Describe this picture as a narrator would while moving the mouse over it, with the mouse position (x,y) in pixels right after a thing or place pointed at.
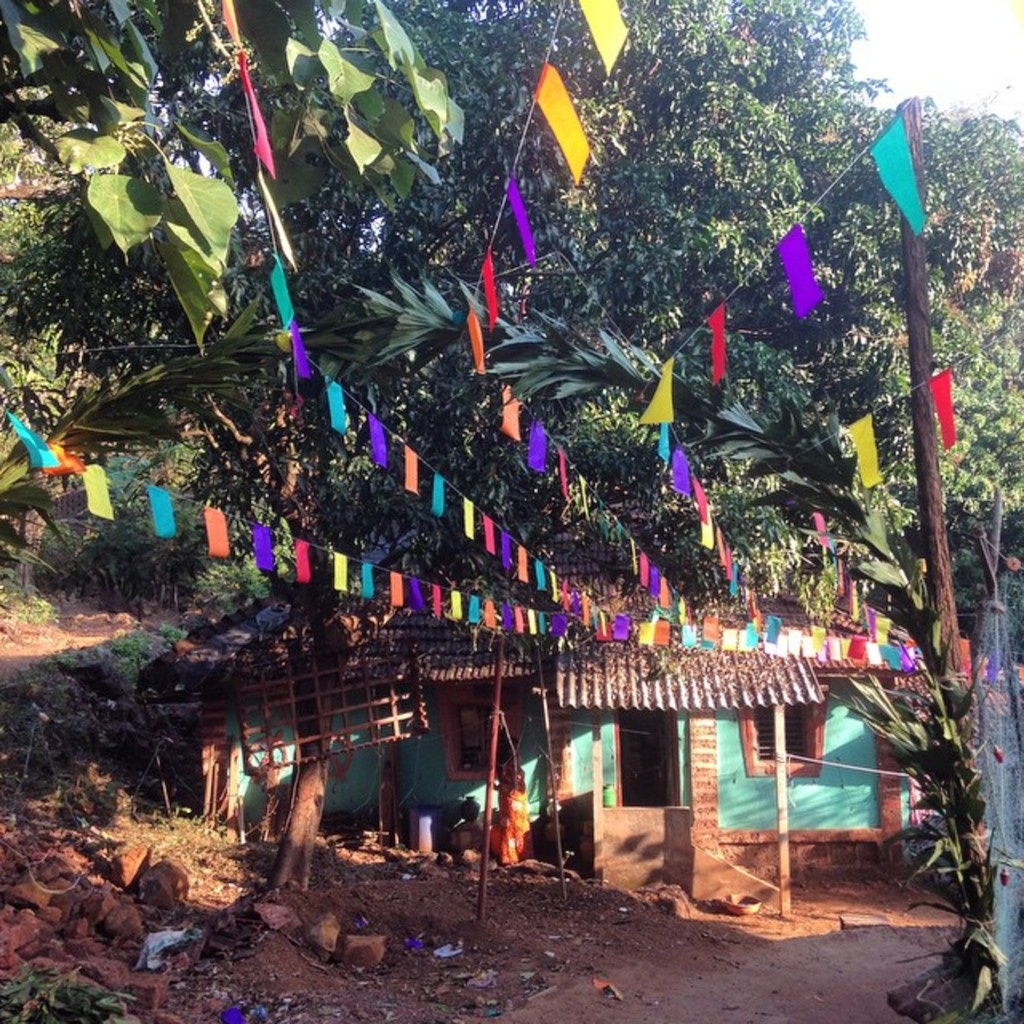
In this image there is a land (652,945), in the background (653,696) there is a house (524,729), trees (76,579) and there are flags (491,516).
